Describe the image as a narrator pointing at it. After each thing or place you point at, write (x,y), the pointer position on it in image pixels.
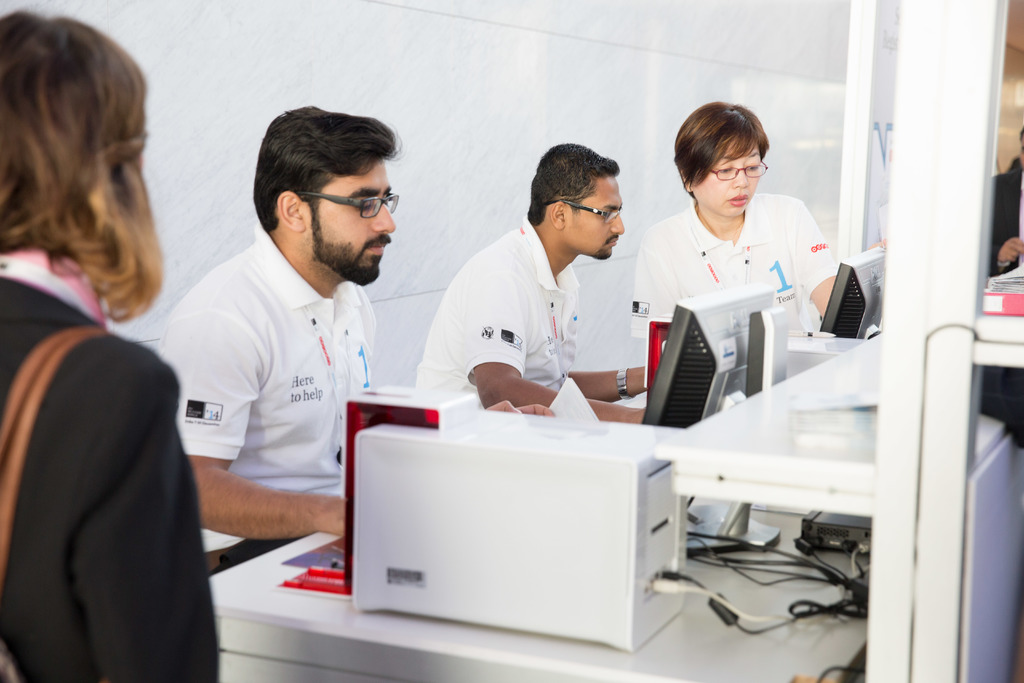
In the image few people (833,288) are sitting and looking into the monitors (870,291). Behind them there is a wall (154,27).
